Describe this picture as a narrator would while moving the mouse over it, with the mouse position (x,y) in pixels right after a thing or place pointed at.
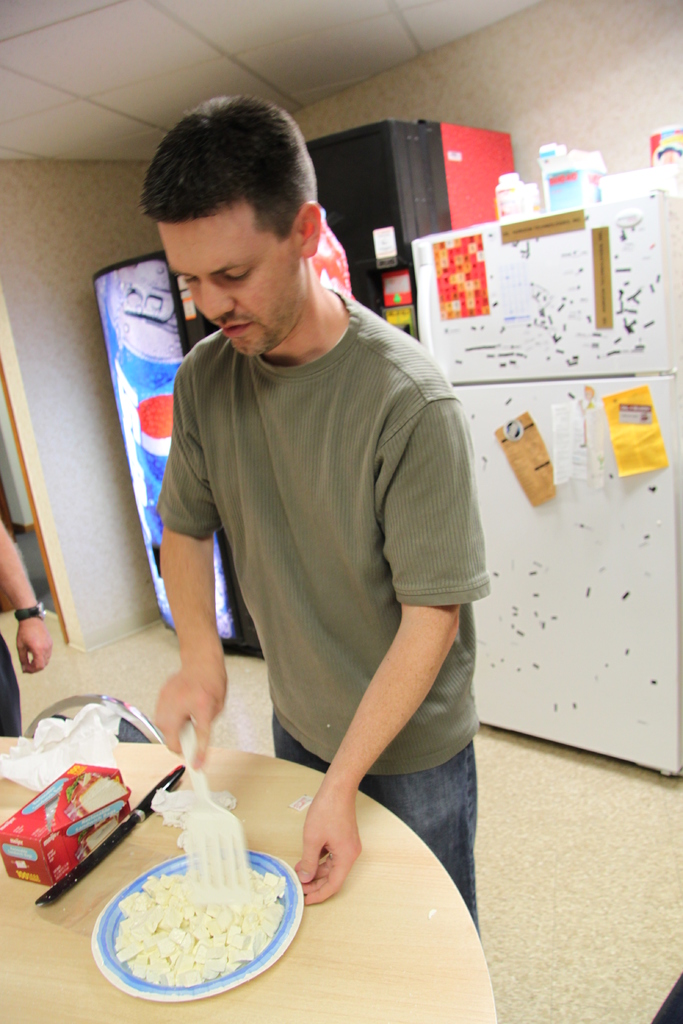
In this image there are two people (268,612) in which one of them holds a spatula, on the table (132,770) there is a food item (216,927) on a plate (103,920), a box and a knife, there are refrigerators (578,348), a chair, few objects (587,174) on the refrigerator (568,306) and some posters (557,442) attached to the refrigerator (497,517).
